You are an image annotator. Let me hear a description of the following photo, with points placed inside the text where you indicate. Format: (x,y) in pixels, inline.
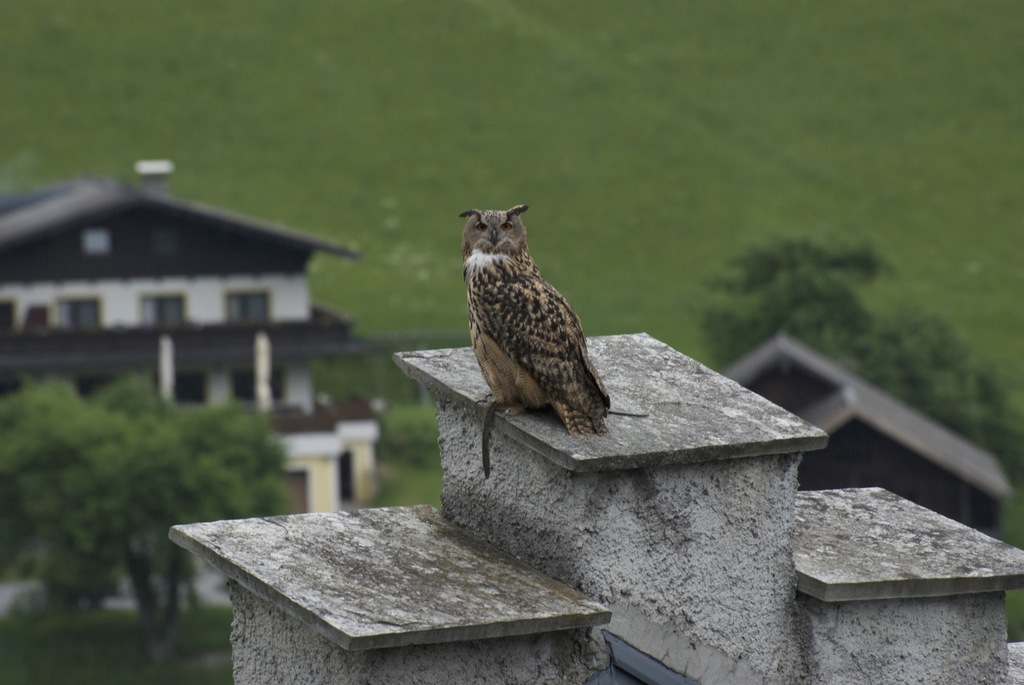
In the image we can see there is an owl bird (535,309) standing on the building (576,481) and behind there are trees (858,361) and there is a building (166,248). There is a ground (533,120) covered with grass (577,113) and background of the image (180,287) is little blurred.
